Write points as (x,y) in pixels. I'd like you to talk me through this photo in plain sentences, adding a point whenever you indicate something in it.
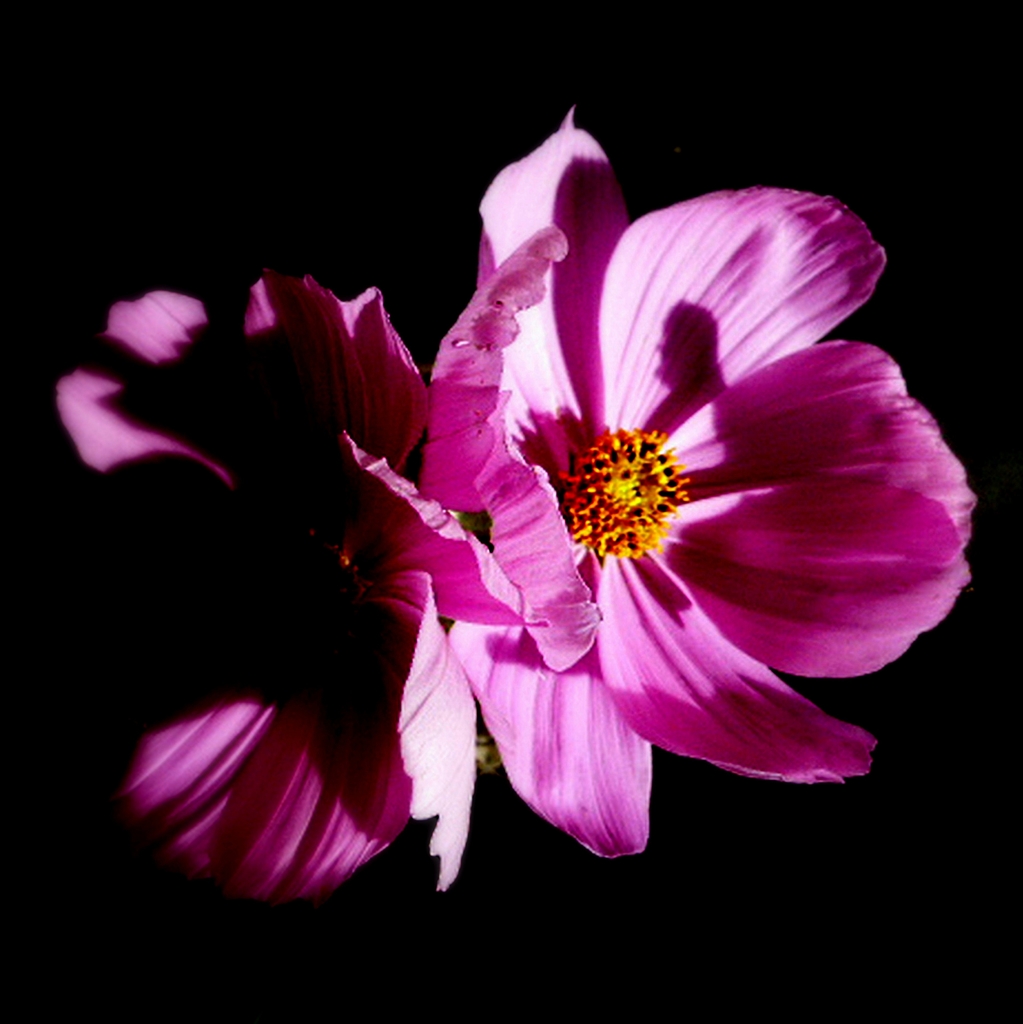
In this image we can see the pink color flowers (465,398).
